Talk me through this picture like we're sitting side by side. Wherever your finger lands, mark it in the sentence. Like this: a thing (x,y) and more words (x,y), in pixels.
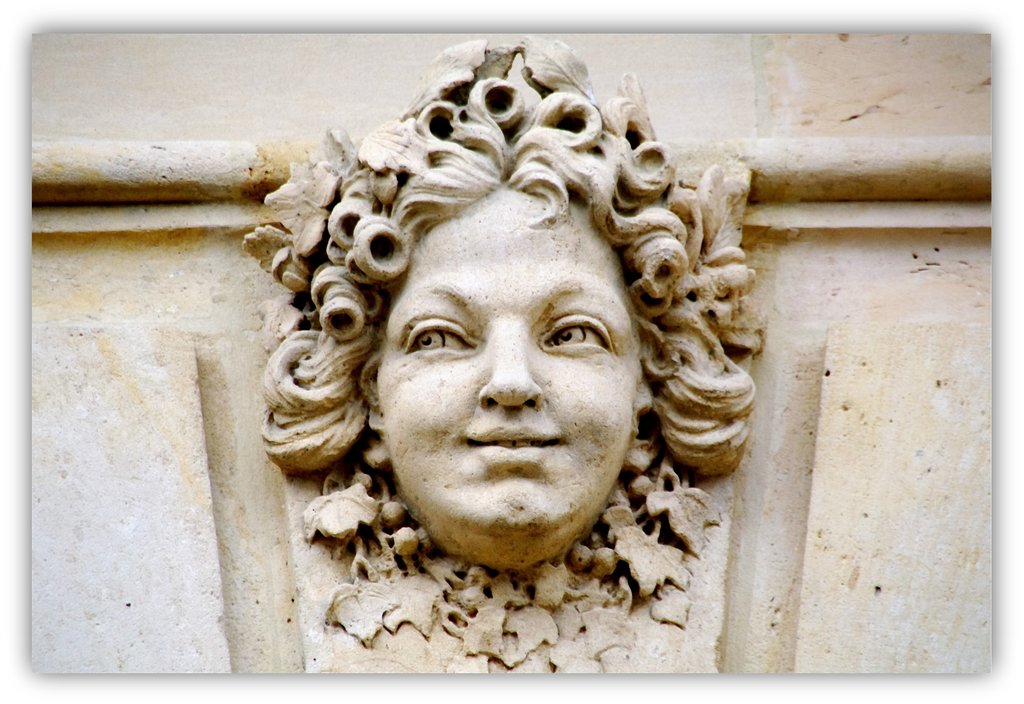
In this image, in the middle (350,238), we can see a sculpture (408,413).
